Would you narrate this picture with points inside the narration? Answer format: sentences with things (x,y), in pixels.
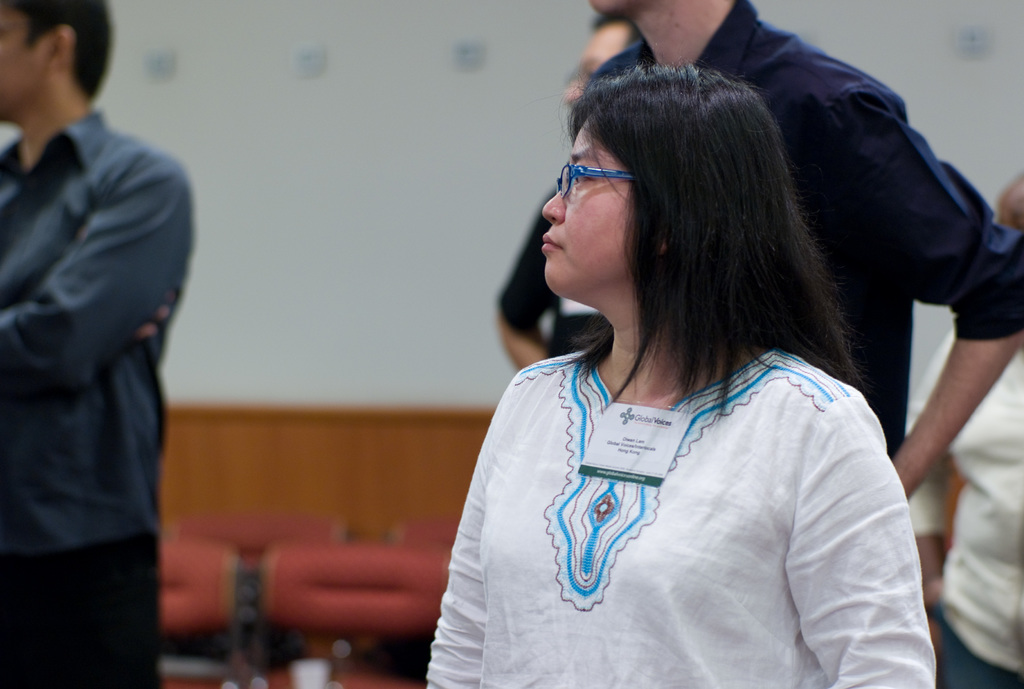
In this image there are some persons (592,395) standing at right side of this image (794,371) and one person (128,368) is standing at left side of this image (121,330) and there is a wall (443,190) in the background (375,168) and the women (599,479) standing in bottom of this image (586,586) is wearing white color dress (572,536) and there are some chairs (370,604) in middle of this image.
